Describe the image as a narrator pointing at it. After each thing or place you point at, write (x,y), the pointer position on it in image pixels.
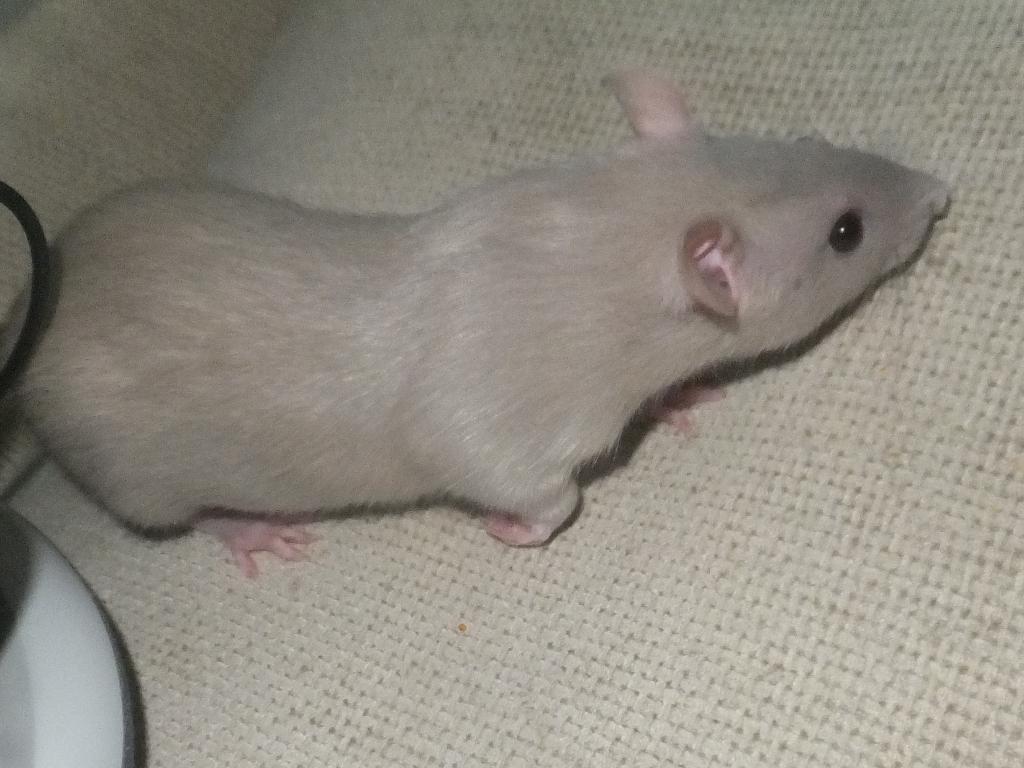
We can see rat (478,420) on surface (593,617).
